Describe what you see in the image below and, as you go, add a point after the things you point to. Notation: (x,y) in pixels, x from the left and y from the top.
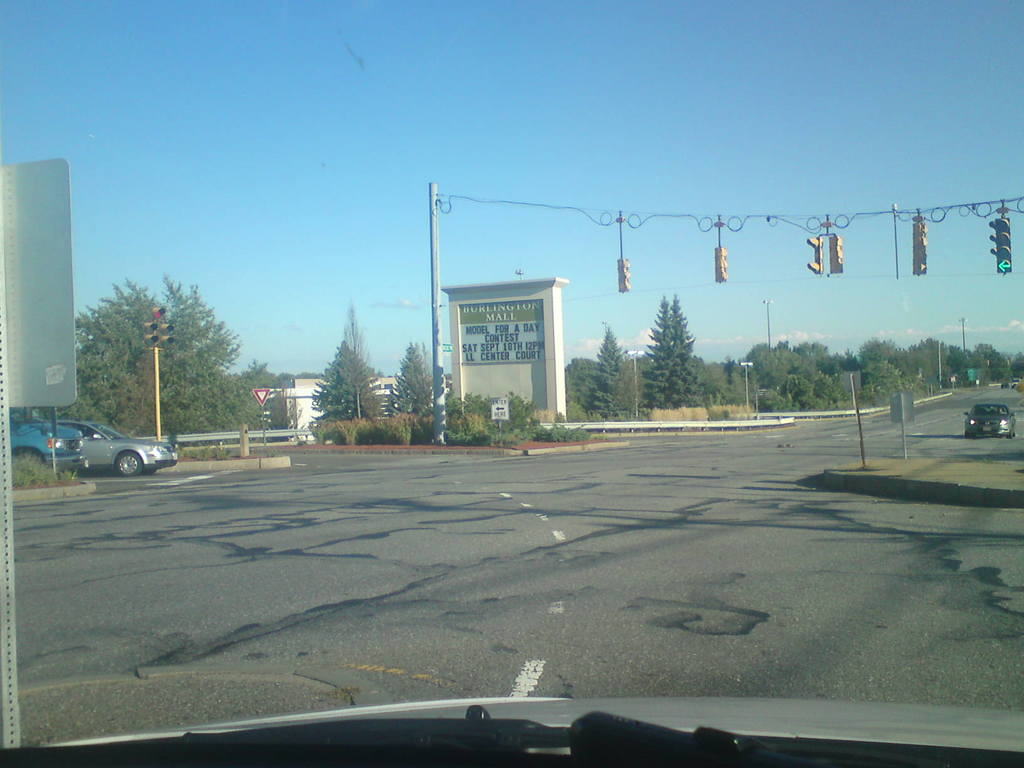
This is an outside view in this image at the bottom (646,700) there is one vehicle (585,743), and in the background (355,387) there are some trees (706,367), poles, traffic signals (159,343) and at the top of the image (347,206) there is sky (256,237). On the left side (72,447) there are two cars (128,447), at the bottom (399,548) there is a road (836,512) and on the right side (980,425) also there is one car (977,412). In the center (457,330) there is one wall (506,329), on the wall (550,334) there is some text (501,330).
